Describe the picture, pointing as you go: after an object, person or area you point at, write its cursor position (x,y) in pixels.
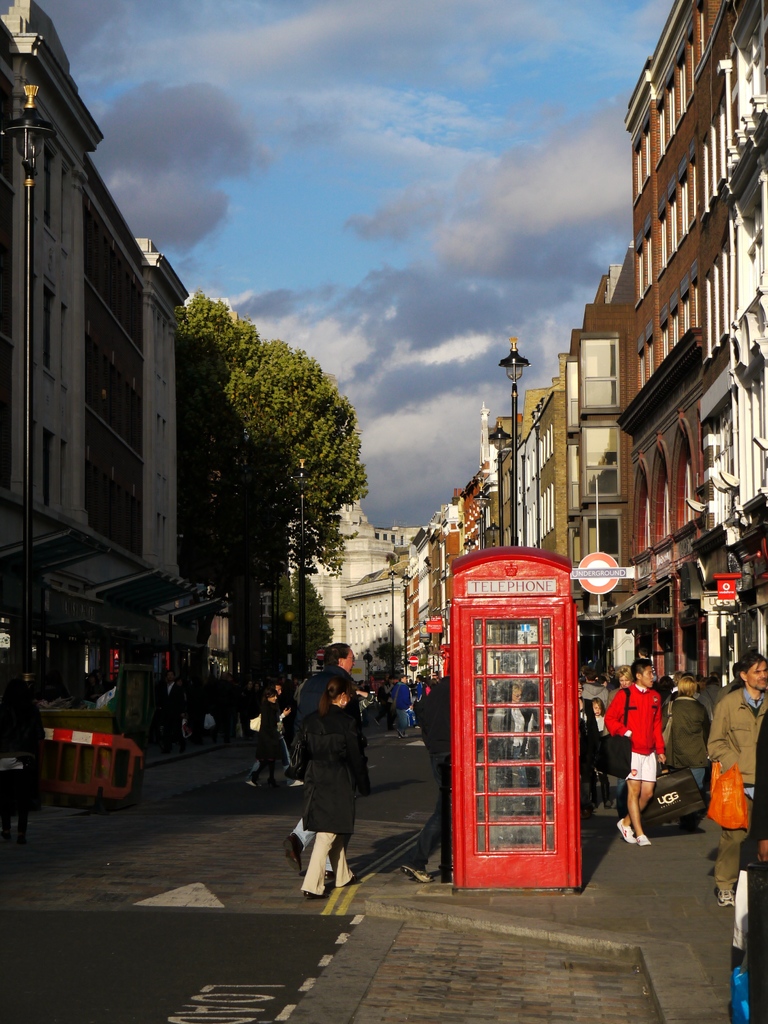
In the foreground of this image (291,927), there is road (209,868), few people (681,764) walking on the side path (638,888) and few are walking on the road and also there is a telephone booth (544,730), few trees (265,447) on the left (242,470) and the sky (423,144) at the top (454,127). On either side to the road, there are poles (596,488) and the buildings (66,578).
